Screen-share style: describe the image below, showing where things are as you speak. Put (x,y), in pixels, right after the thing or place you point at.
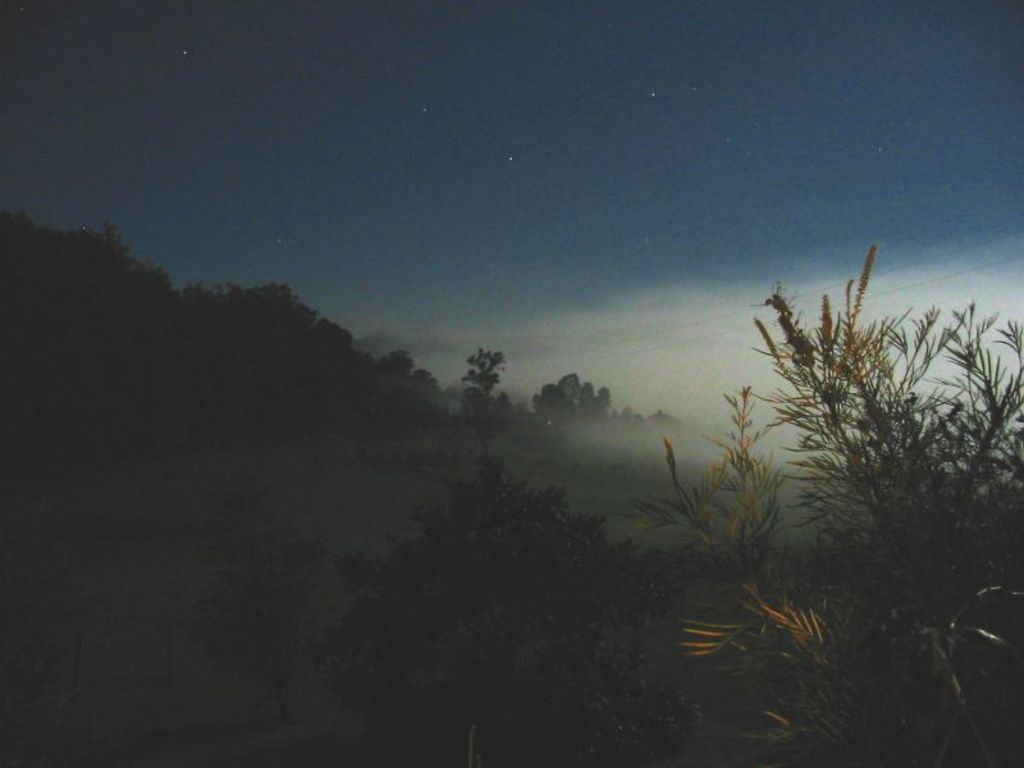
This image is taken during the night time. In this image we can see the trees (837,521), sky (451,237), clouds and also some stars (879,152).
